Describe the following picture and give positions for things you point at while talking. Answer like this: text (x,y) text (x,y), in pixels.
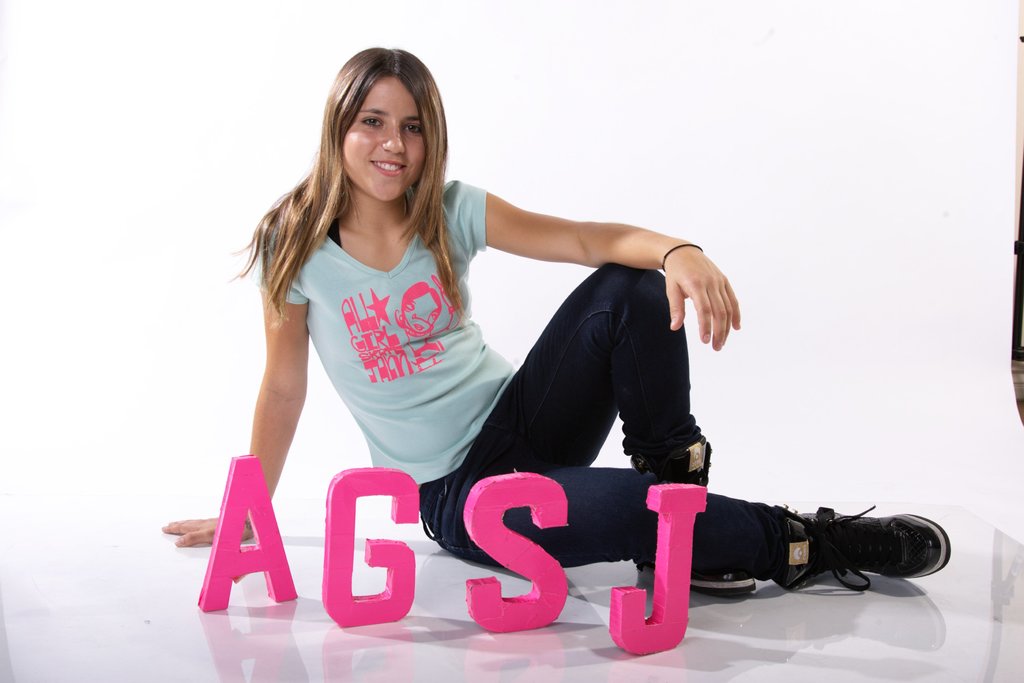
In this image I can see a woman (465,350) wearing blue t shirt (405,362), black pant (532,416) and black shoe (867,537) is sitting on the white colored surface (150,583) and I can see few letters (208,605) in front of her which are pink in color. In the background (706,172) I can see the white colored surface (626,114).
